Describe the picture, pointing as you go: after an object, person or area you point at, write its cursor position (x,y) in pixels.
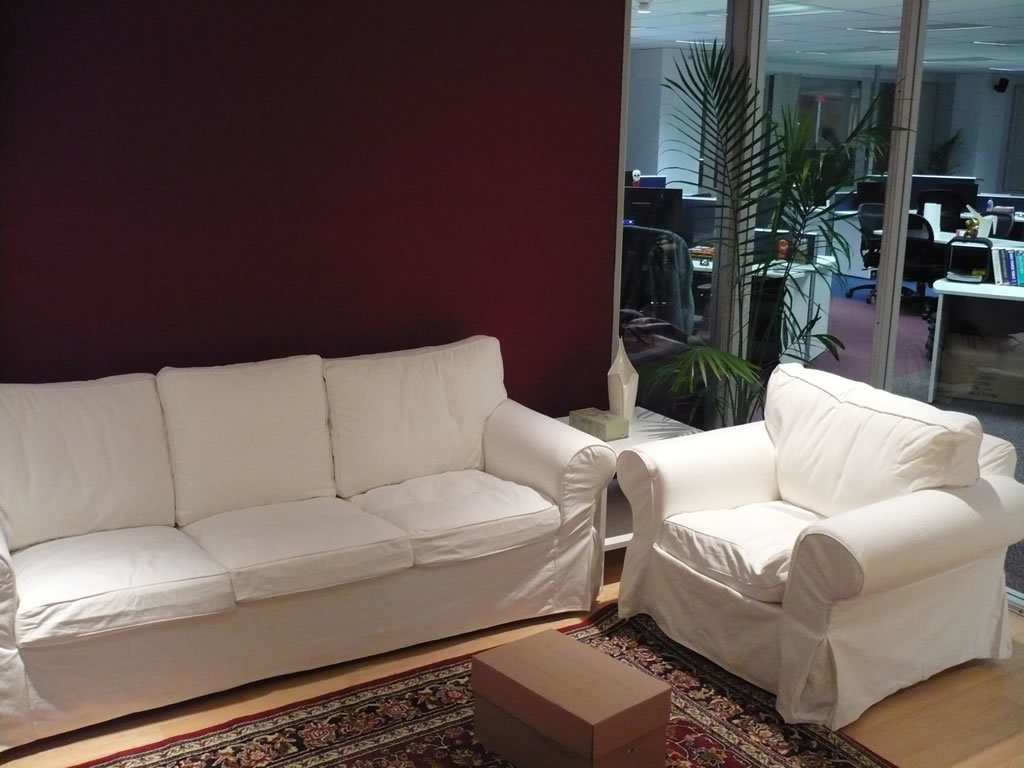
In this image I can see sofa couch (435,533) and table (598,695) on the floor (683,724). I can also see there is a plant (774,231), few chairs (911,247) and table (983,287).
